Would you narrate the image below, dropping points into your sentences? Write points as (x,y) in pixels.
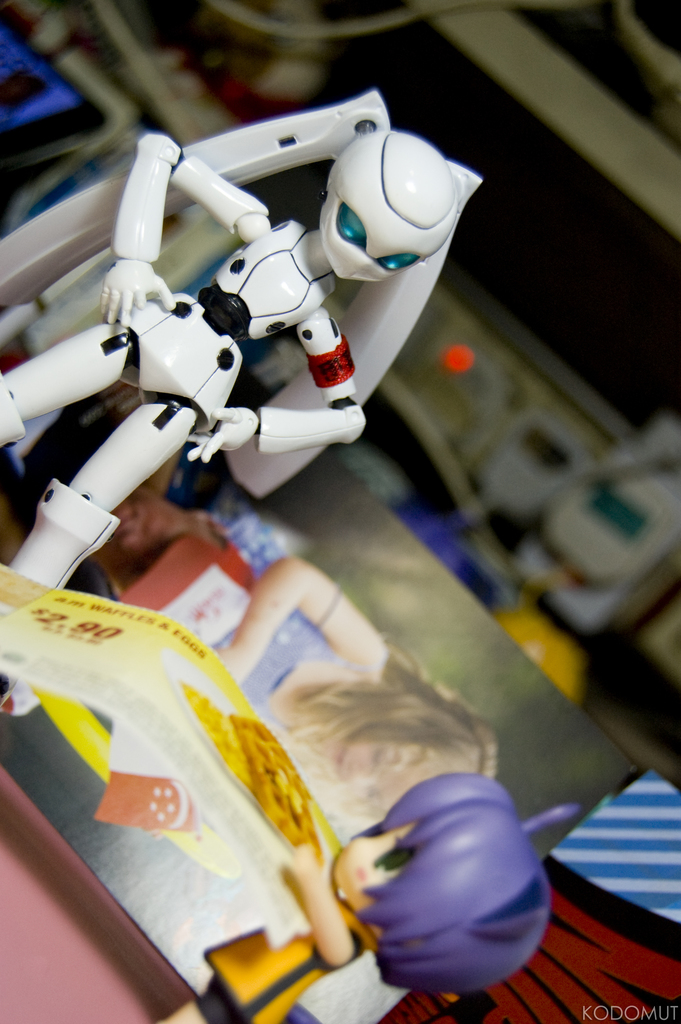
In this image we can see two toys (404,938). In the background (334,667), we can see banners (312,667) and some objects (513,342). There is a watermark (623,1013) in the right bottom of the image (616,1006).
